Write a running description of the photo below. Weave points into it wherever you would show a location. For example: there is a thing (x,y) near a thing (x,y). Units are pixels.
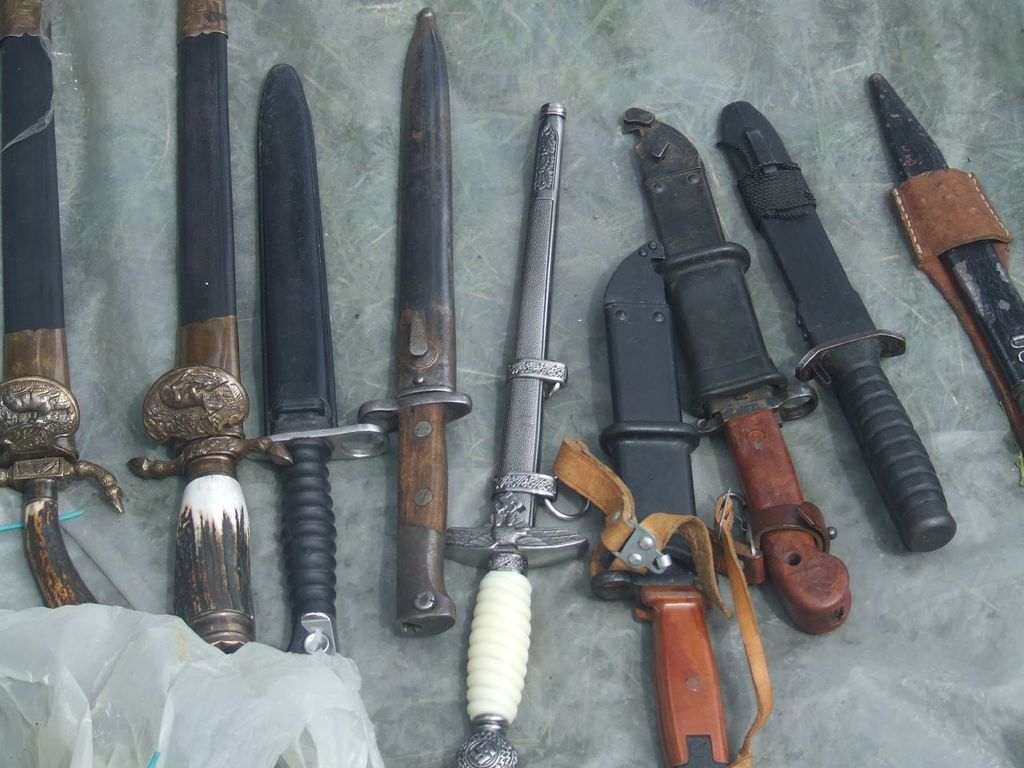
In the picture we can see many weapons (623,417) are placed on the surface (470,512). Here we can see the cover (184,675) on the left side of the image (259,689).
